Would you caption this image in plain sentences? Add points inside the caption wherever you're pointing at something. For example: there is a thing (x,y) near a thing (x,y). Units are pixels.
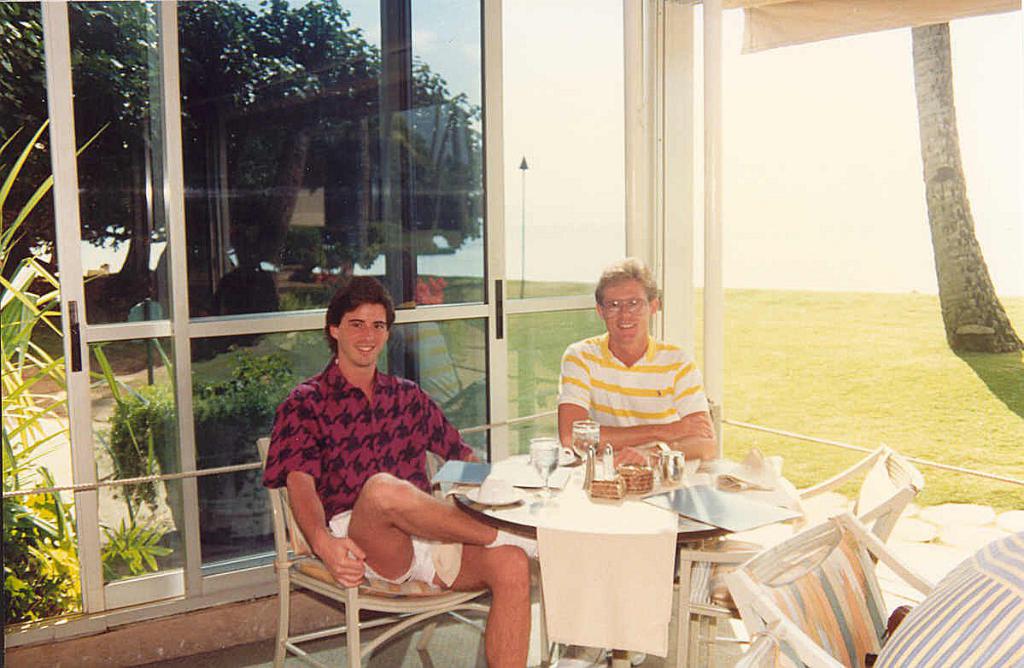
In this picture there are two men (433,439) sitting on the chair (348,624), they have a table (566,472) in front of them with two water glasses (580,424), sprinkler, napkins (588,534), cup (482,487) and saucer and there are some other chairs (876,505) on the right side (946,639) and in the backdrop (608,135) there is a window (529,156) there are also some plants (38,553) and trees (248,123) visible from the window (297,204).
